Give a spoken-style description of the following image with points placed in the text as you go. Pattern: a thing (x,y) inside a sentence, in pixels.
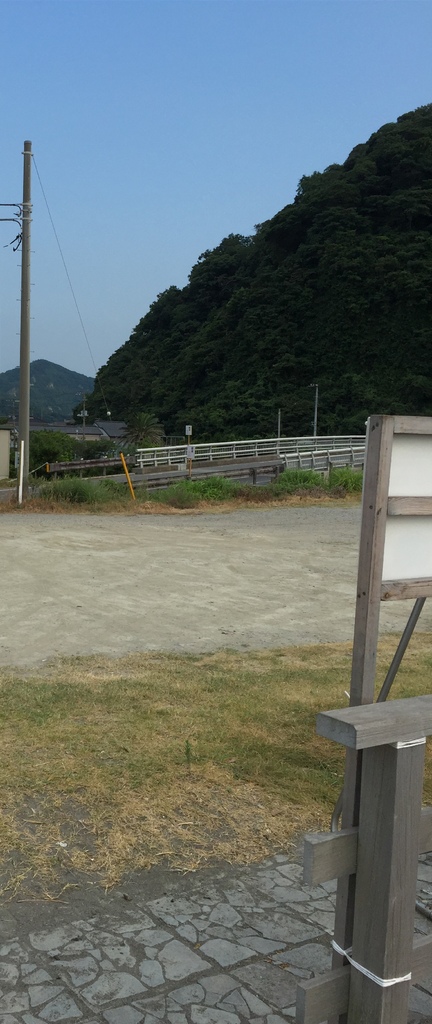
In this picture we can see few poles (122,457), fence (126,461), houses (103,429) and trees (275,294), on the right side of the image (375,617) we can find a board (431,569), in the background (153,388) we can find few hills (128,385).
